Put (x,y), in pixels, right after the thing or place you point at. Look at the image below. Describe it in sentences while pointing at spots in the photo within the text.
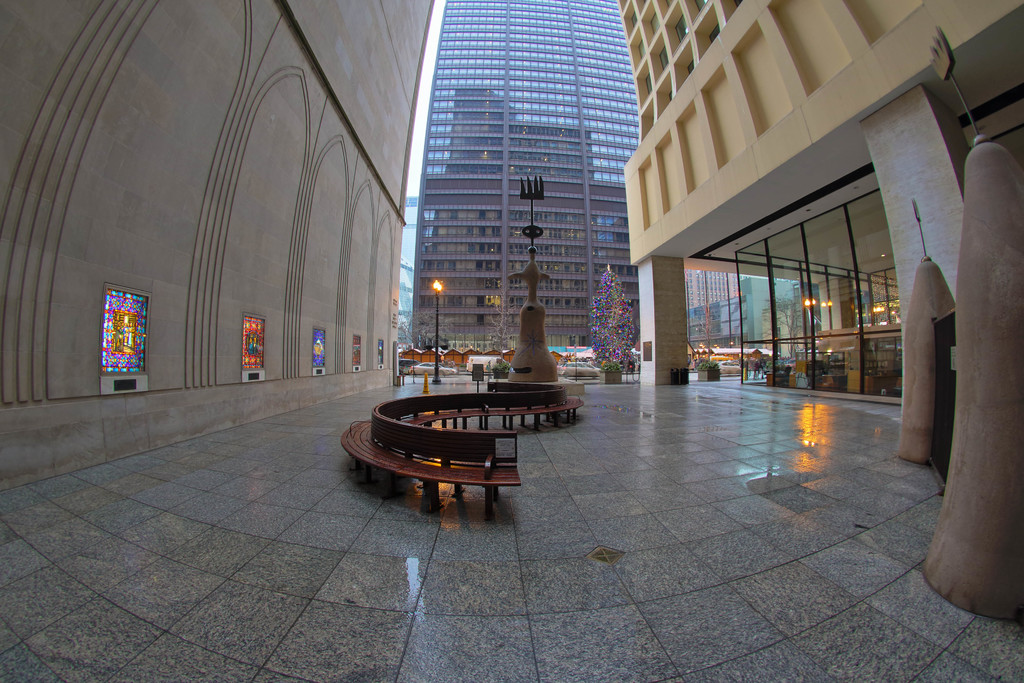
In this image we can see wooden benches (374,442), statue (541,355), light poles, Christmas tree (611,325), boards (265,338), buildings (236,259), glass doors (764,269) and glass building (453,141) in the background (616,185).
